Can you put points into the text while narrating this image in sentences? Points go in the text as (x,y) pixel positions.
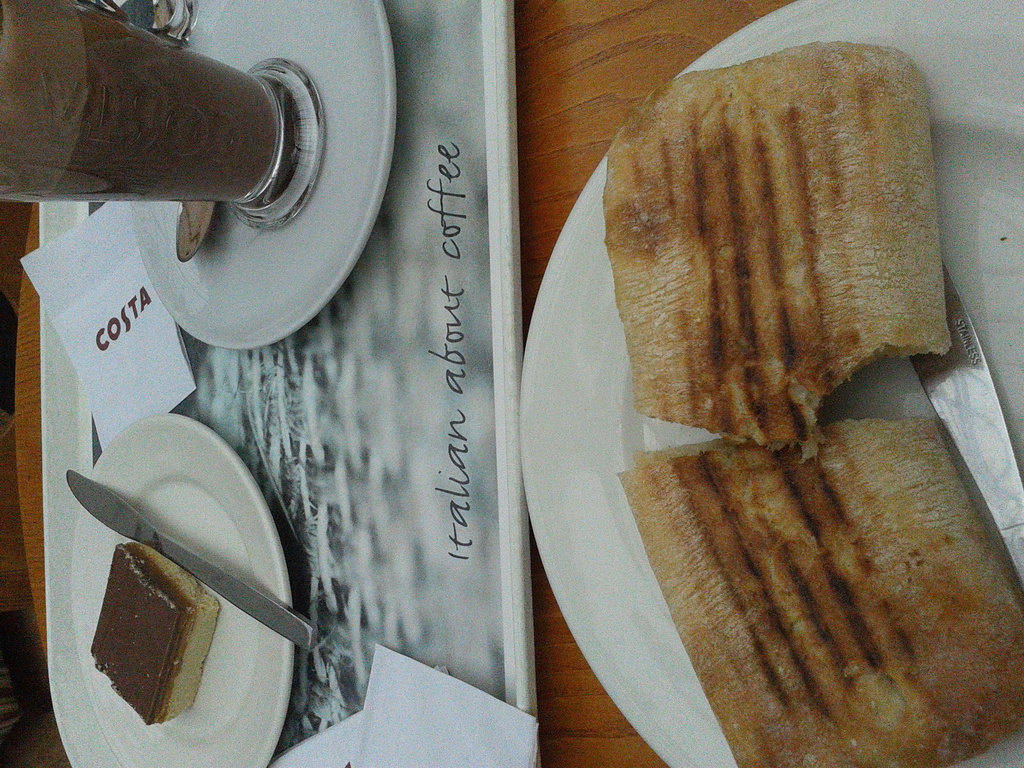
In this picture I can see the food items (625,207) in the plate (537,408). I can see the wooden table (534,130). I can see the glass (211,157).
